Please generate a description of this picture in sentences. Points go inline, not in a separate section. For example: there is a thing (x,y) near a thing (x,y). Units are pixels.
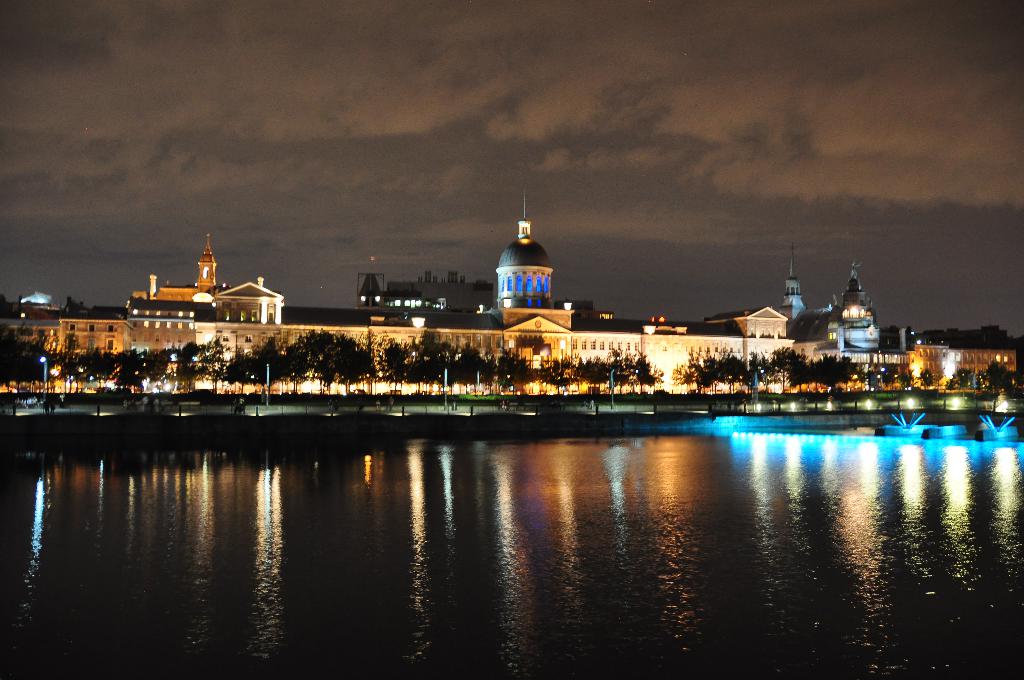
As we can see in the image there is water (443,543), trees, buildings (225,328) and sky (557,90).
